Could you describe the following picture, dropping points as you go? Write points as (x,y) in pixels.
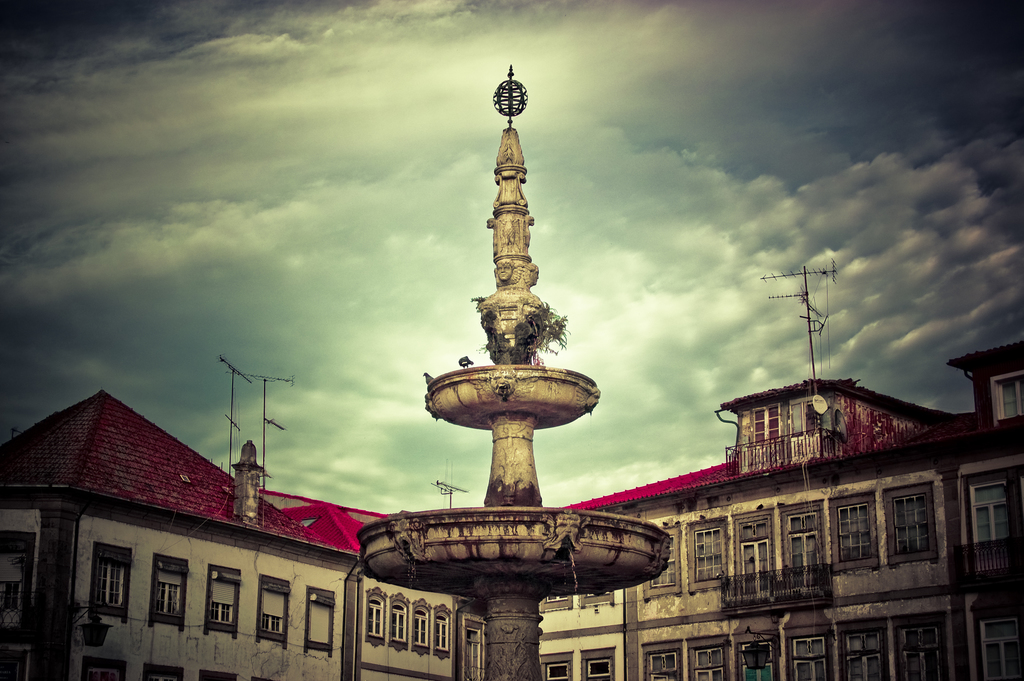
In this image there is a sculpture water fountain (519,501), there is a building (884,671), and in the background (260,296) there is sky (211,290).
